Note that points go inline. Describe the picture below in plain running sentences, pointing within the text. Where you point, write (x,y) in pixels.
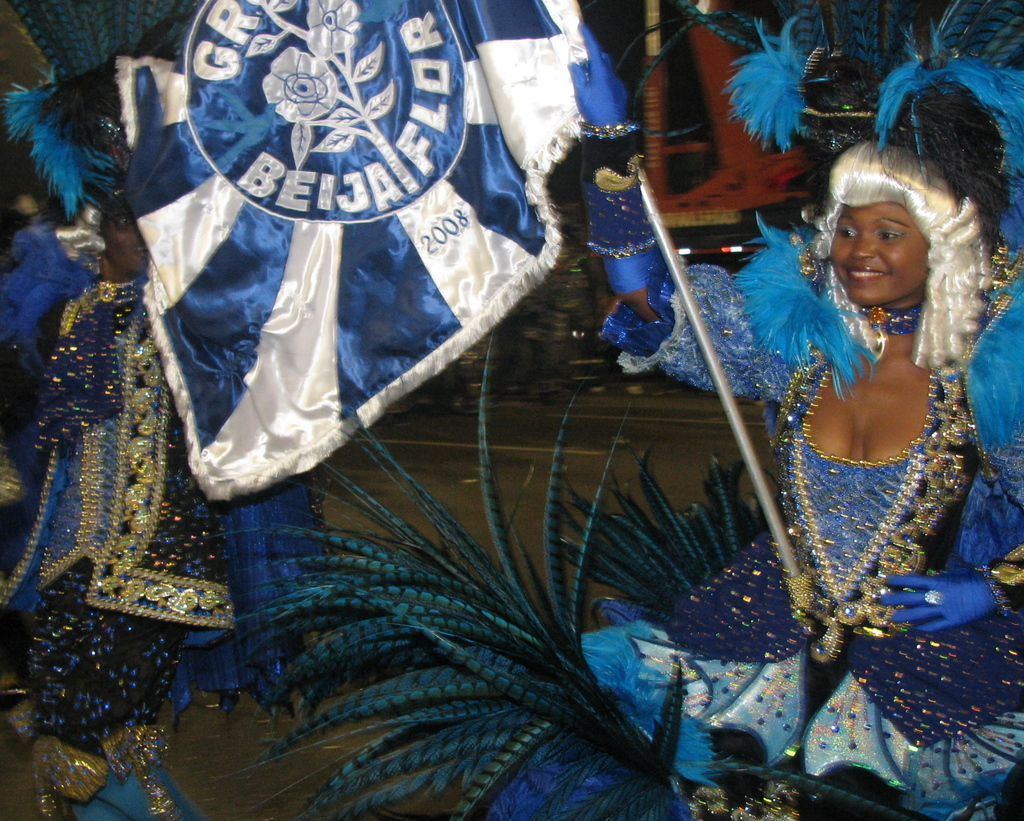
There is a lady (901,498) on the right side of the image (912,344), by holding a flag (245,279) in her hand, she is wearing a costume (839,489) and there is another lady (152,546) on the left side (134,374).
